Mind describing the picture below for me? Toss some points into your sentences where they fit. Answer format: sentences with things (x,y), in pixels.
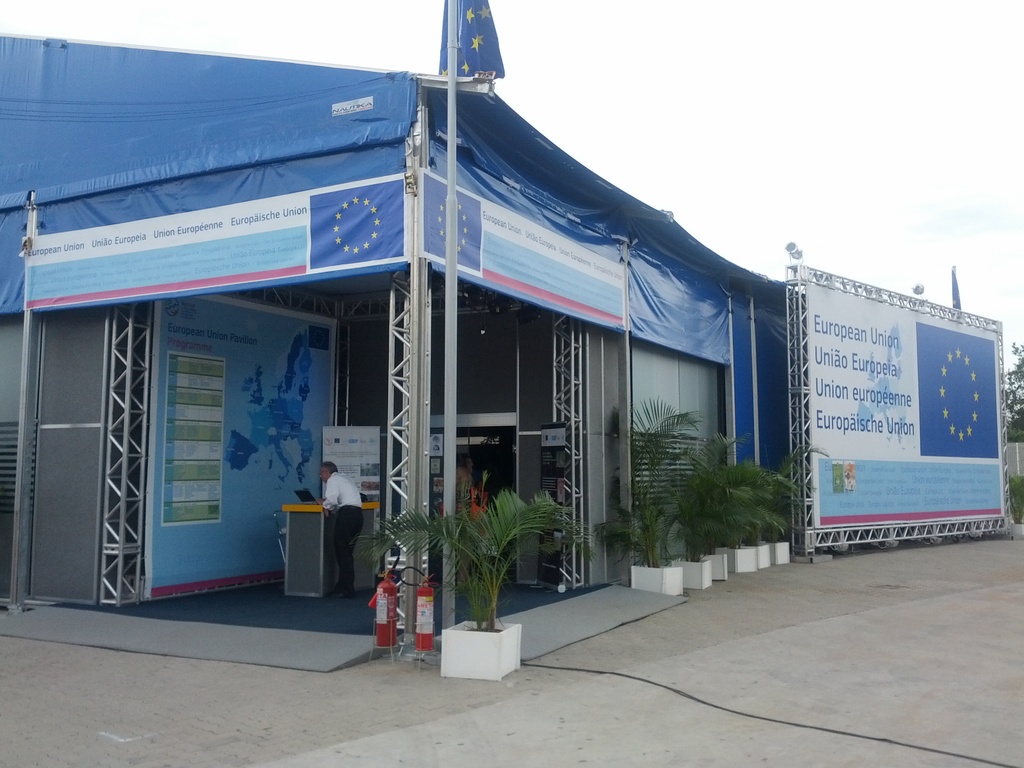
In this image there is a tent (279,183) supported with metal rods (429,351), in front of the tent (513,574) there are plants (478,615), fire extinguisher (378,616) and a display board (846,303) with text (851,373) on it, in the tent (397,538) there is a person (346,534) standing at the reception (366,523), on the reception (314,513) there is a laptop (306,492) and some other objects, in front of the person (327,468) there is a banner (229,413).
